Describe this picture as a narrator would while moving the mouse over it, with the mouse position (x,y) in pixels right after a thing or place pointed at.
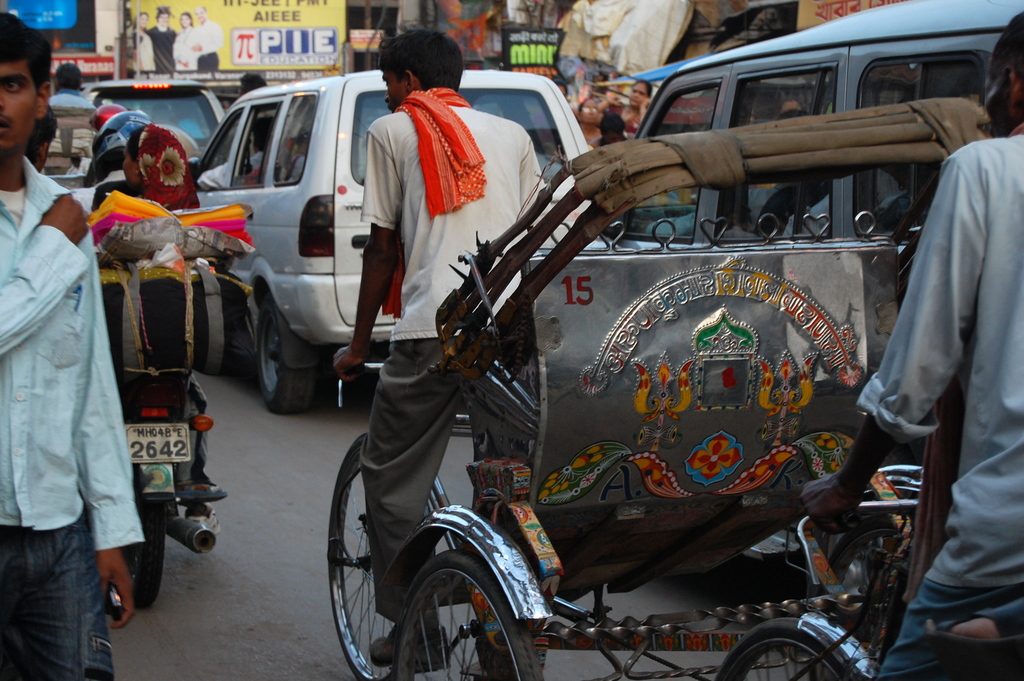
In this picture I can see group of people (905,620) riding the vehicles (307,366) on the road (264,512), there are group of people (595,122) standing, and in the background (823,4) there are boards (533,52) and houses (419,18).
